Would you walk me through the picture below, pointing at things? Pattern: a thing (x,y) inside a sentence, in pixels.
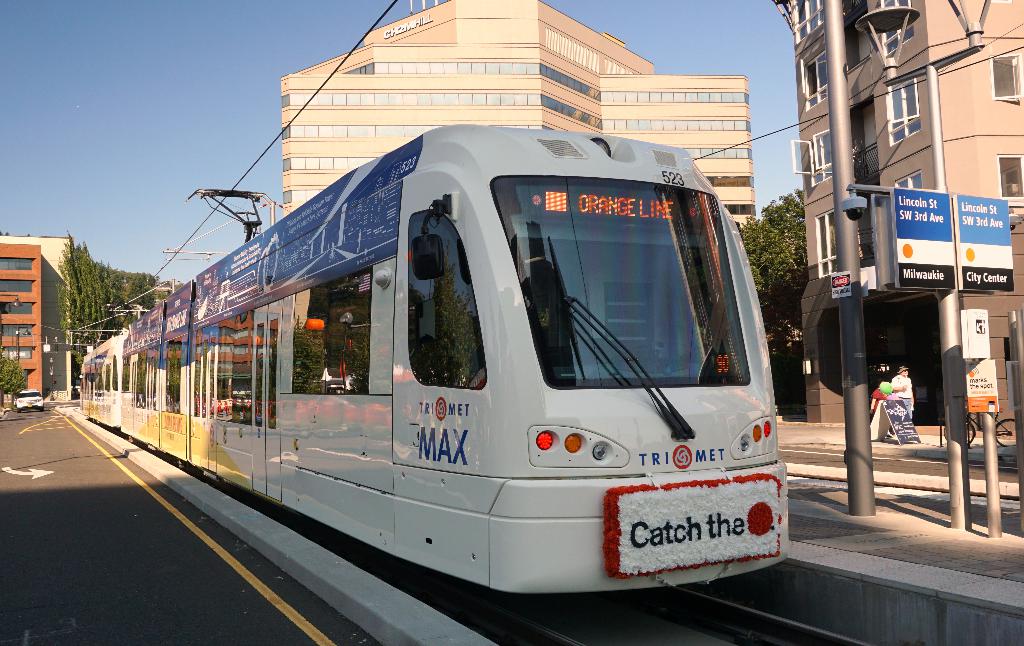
In this image I can see a train (331,506) which is in white color on the track (711,587). Background (988,103) I can see few buildings (949,104) in brown and cream color, trees (87,309) in green color and sky (142,101) in blue color.
